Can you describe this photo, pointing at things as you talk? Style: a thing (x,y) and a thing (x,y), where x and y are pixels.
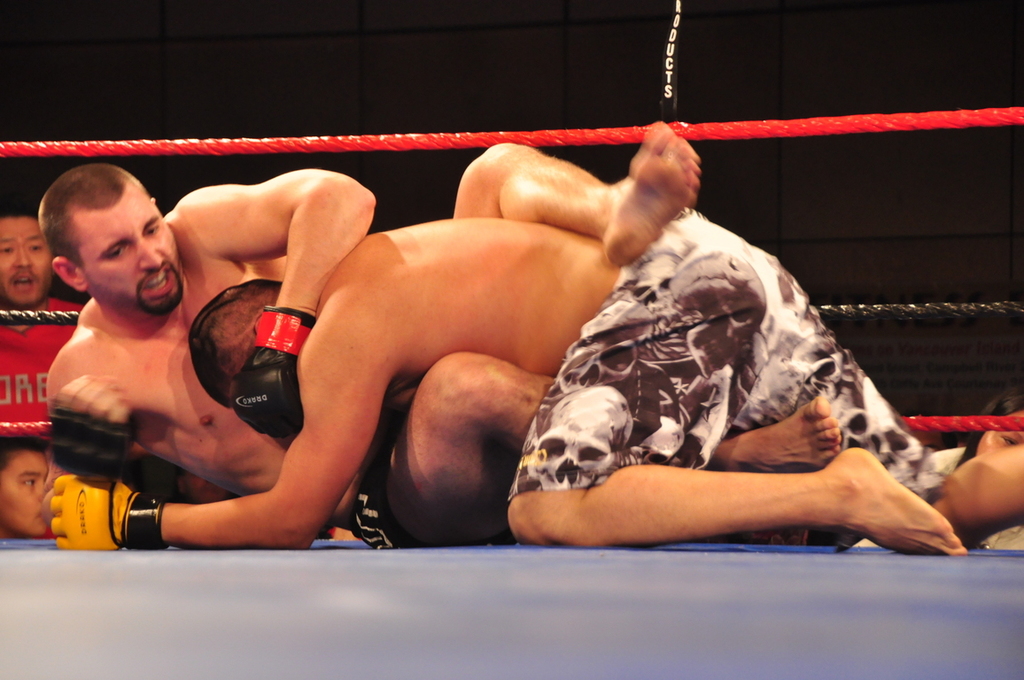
It is a professional MMA match, it is being held between two people (232,350) and behind them there are other people (11,509).
